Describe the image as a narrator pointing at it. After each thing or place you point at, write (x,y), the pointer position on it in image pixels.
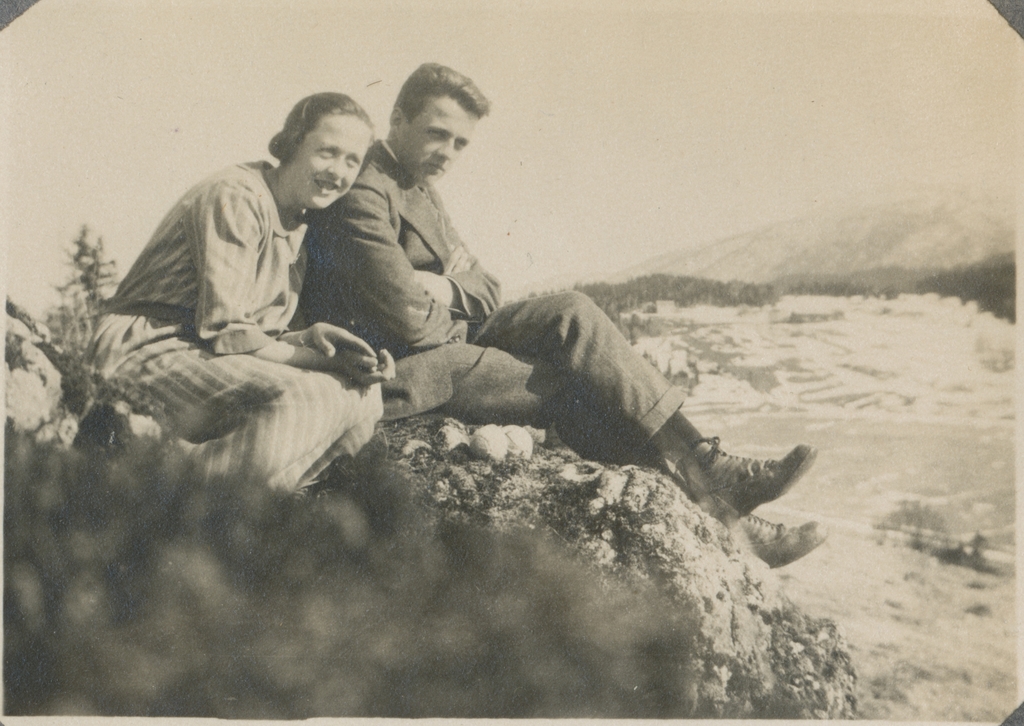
This image is a black and white image as we can see there are two persons (305,300) sitting on the left side of this image (328,348) and there is a mountain (818,279) on the right side of this image (849,295). there is a sky (695,174) on the top of this image (576,124).
